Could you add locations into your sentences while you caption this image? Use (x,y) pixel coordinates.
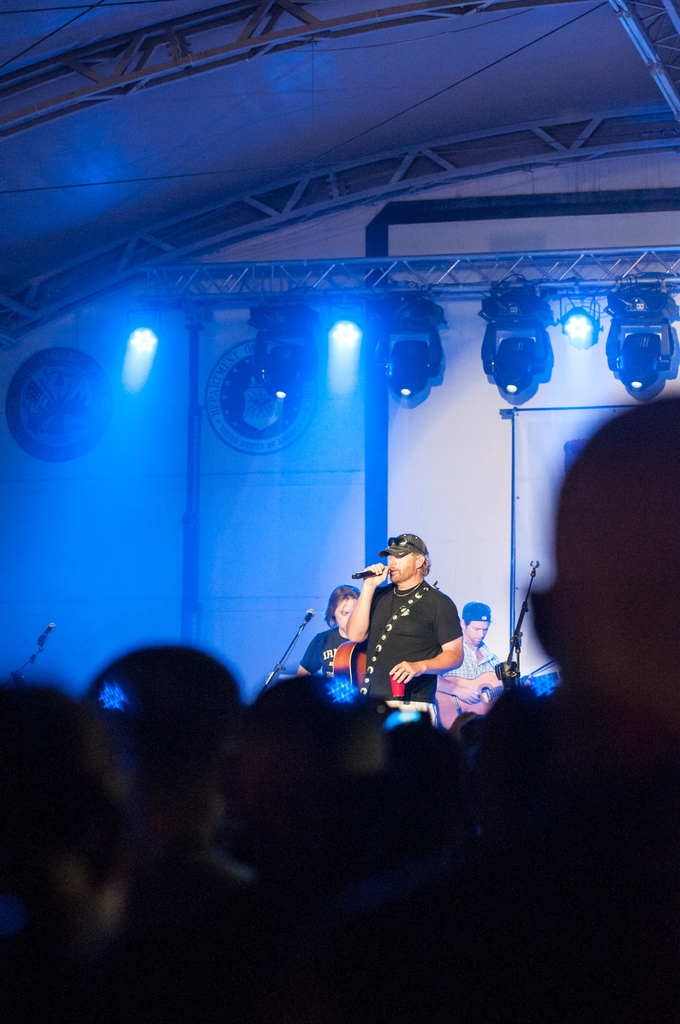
It is a music concert, there are total three people (396,631) on the dais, one person (384,646) is standing and singing and the remaining two (318,639) are sitting and playing the music instruments (483,675), in front of them there is a huge crowd (308,792) and in the background (149,377) there are blue color lights (590,333) focusing on the stage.
